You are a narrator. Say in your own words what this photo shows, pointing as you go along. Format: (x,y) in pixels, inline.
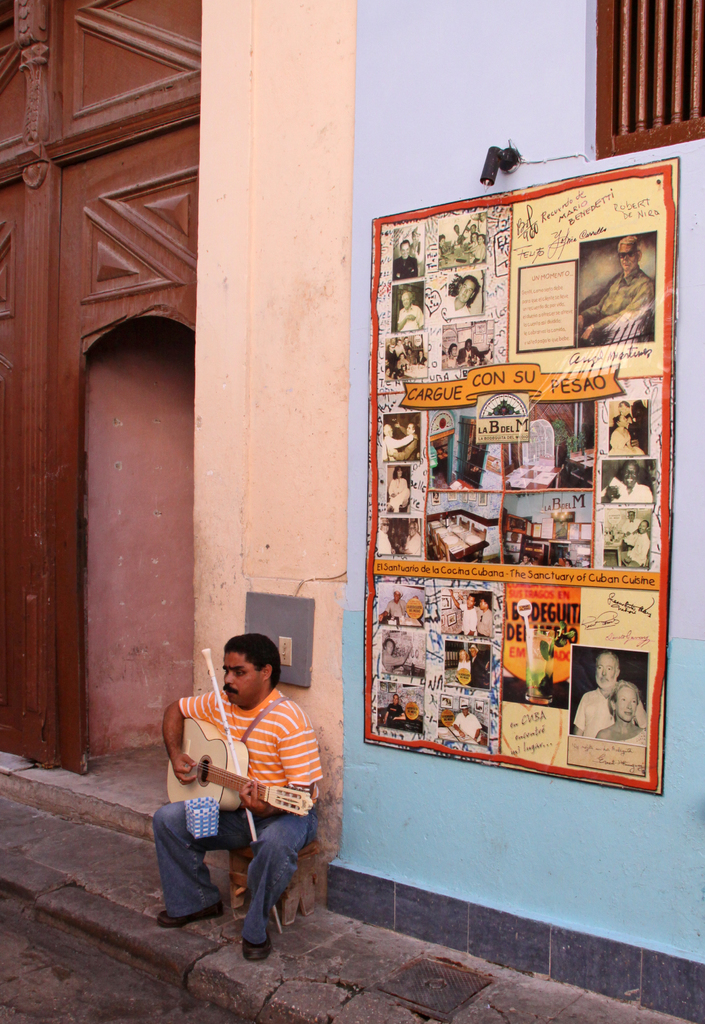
In this image I can see a man (277,855) is sitting and holding a guitar (232,797). I can also see a painting (433,467) on this wall (473,135).
